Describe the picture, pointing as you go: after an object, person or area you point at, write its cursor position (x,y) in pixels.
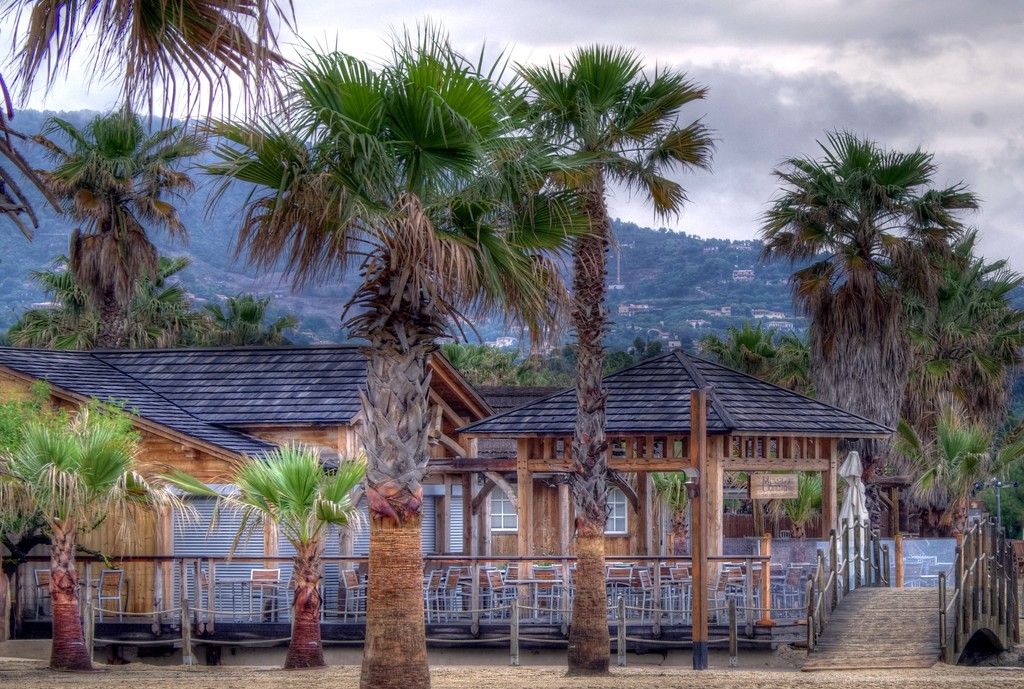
In the picture we can see some trees (413,530) and behind it, we can see a railing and behind it, we can see tables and chairs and wooden huts (130,605) and beside it, we can see a small wooden patio (843,626) with railings (869,563) to it and in the background (21,267) we can see hills (31,275) covered with plants (776,274) and trees (761,270) and behind it we can see a sky (910,102) with clouds (910,102).
